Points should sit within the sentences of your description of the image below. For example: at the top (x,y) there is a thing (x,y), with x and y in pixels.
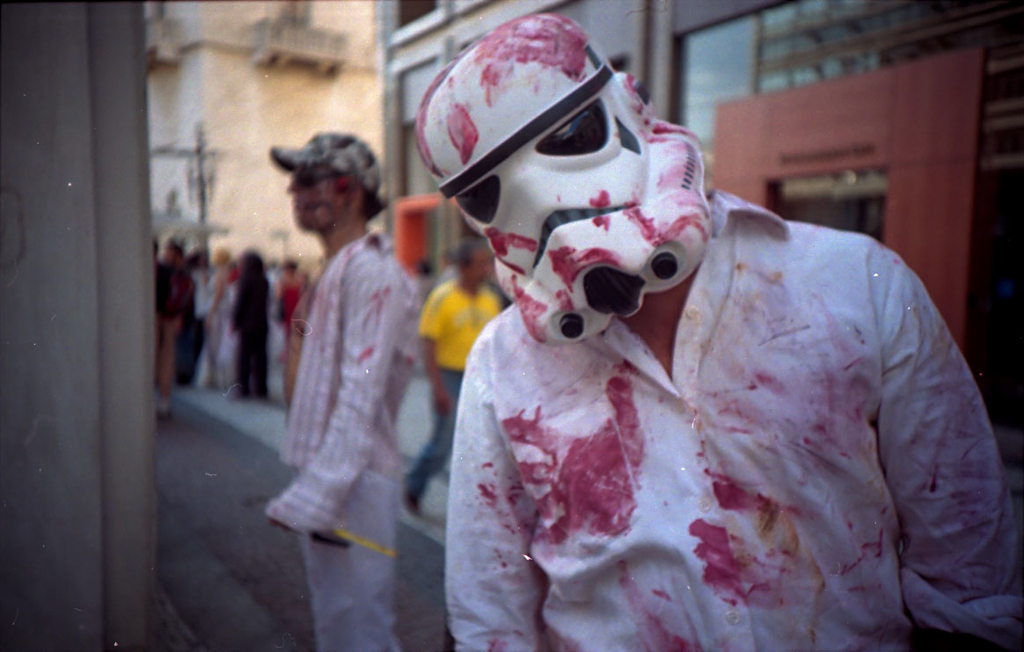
In this image there are two men (402,343) standing, there is a man (562,166) wearing a helmet (510,102), there is a man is wearing a cap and holding an object (331,537), there is a man (470,318) walking, there are group of persons (255,299) standing, there is a wall (62,307) towards the left of the image (49,291), there are buildings (152,106) towards the top of the image (823,42), there is a wooden object (899,131) towards the right of the image (899,144), there is text (834,150) on the wooden object (854,141), there is the road (194,486) towards the bottom of the image (237,512).
